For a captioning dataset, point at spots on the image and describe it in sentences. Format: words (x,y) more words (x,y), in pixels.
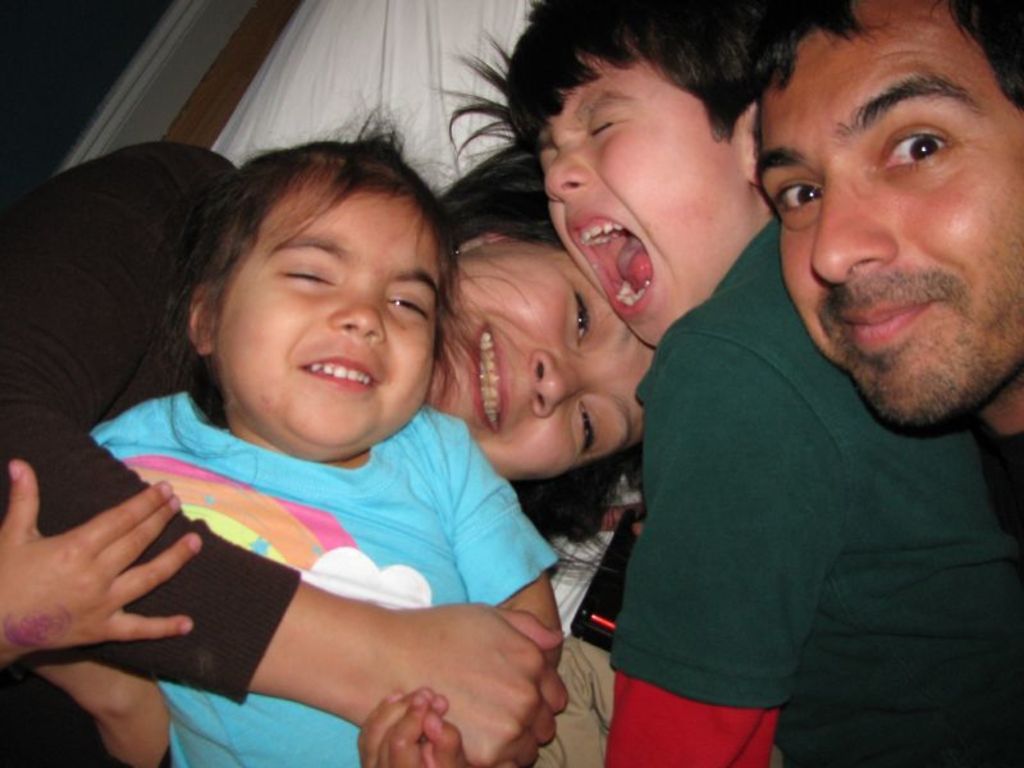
In this image we can see a group of people (696,477) lying on a bed (593,561). We can also see a device (599,576) on it.
